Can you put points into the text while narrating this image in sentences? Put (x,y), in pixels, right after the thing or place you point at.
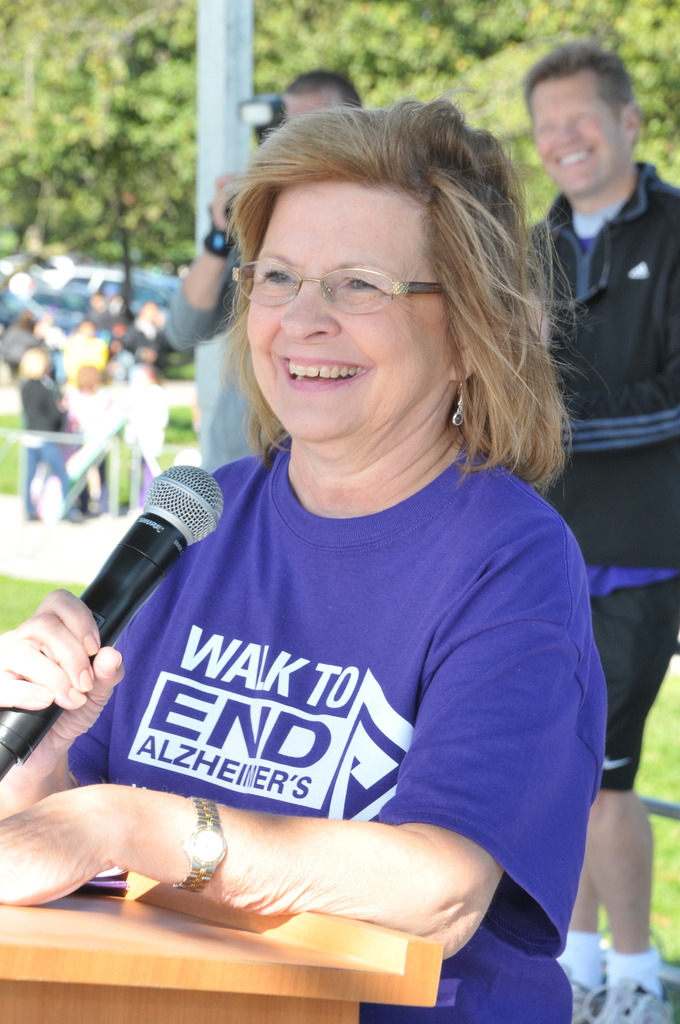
In this picture we can see a woman (440,576) standing in front of a podium (223,947) here, she is holding a microphone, in the background (98,367) there are some people (620,390) standing here, we can see trees (263,35) here, there is grass (36,607) here.
